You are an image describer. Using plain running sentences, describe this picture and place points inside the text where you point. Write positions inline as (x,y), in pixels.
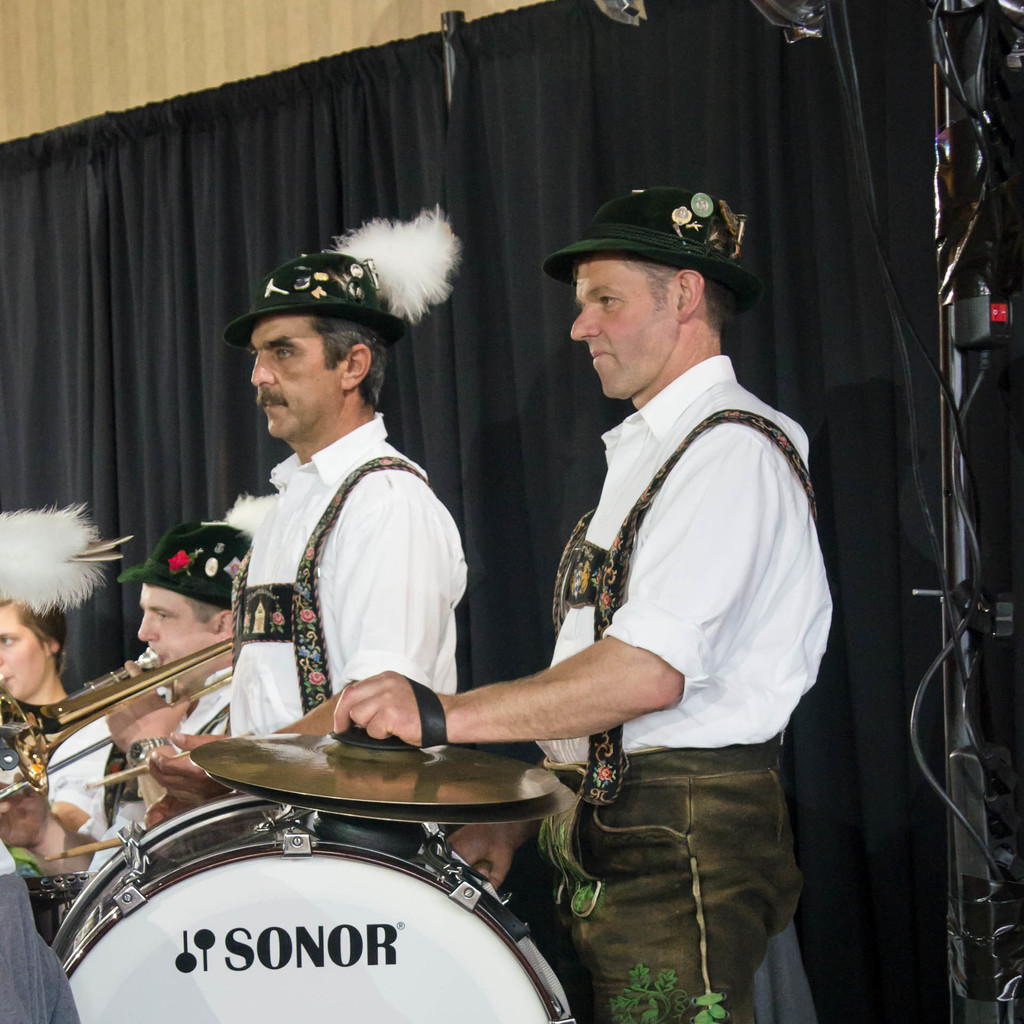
In this picture we can see there are two people (372,460) standing and other people (52,658) are sitting and the people (558,677) are holding the musical instruments (280,749). Behind the people (317,429) there are black curtains (217,244) and a wall (159,47). On the right side of the people (597,511) there is a stand (963,392) with the cables (926,505).
